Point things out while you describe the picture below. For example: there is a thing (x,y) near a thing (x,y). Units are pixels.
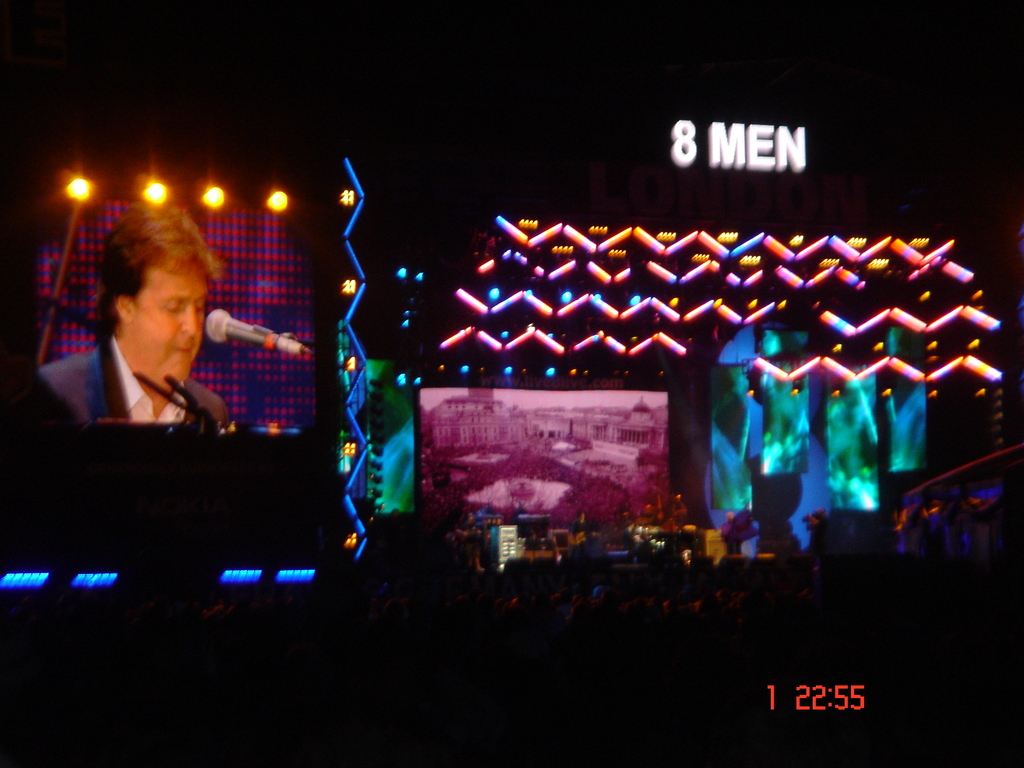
In this image there is a stage (611,550), there are persons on the stage (692,566), there are objects (693,538) on the stage (659,543), there are screens (235,302), there is a man (174,335) on the screen (168,292), there is a microphone (250,325) on the screen (215,334), there is a building (505,423) on the screen (593,434), there are lights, there is text (768,142), there are numbers (793,690) towards the bottom of the image (793,685), the background of the image (695,510) is dark.
